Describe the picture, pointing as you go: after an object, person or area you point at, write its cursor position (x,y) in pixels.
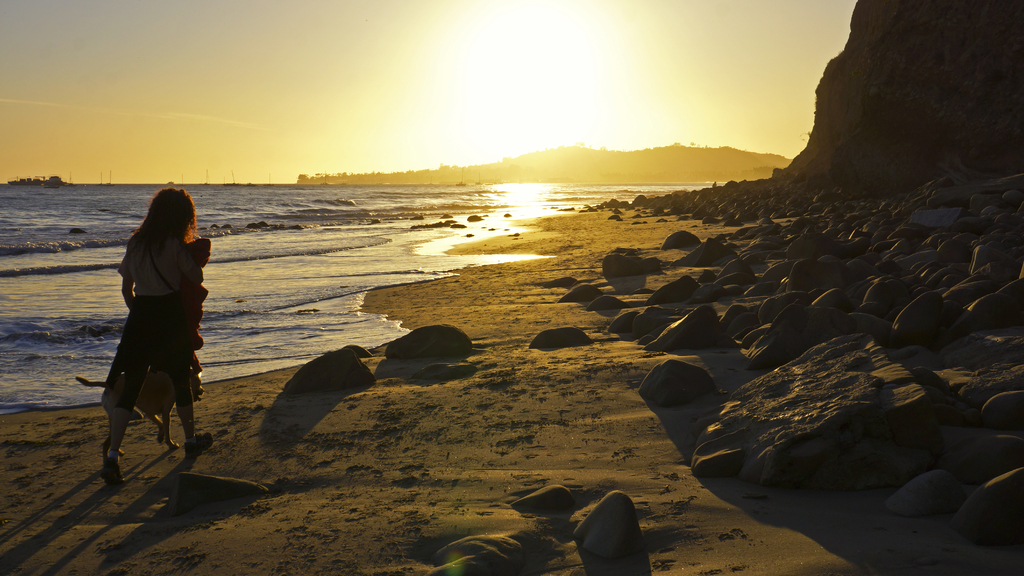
There is a lady (166,251), dog (161,380) and stones (661,304) in the foreground area of the image (168,291), there are stones (665,206), poles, beach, it seems like mountains (573,177) and the sky (198,137) in the background (317,133).
